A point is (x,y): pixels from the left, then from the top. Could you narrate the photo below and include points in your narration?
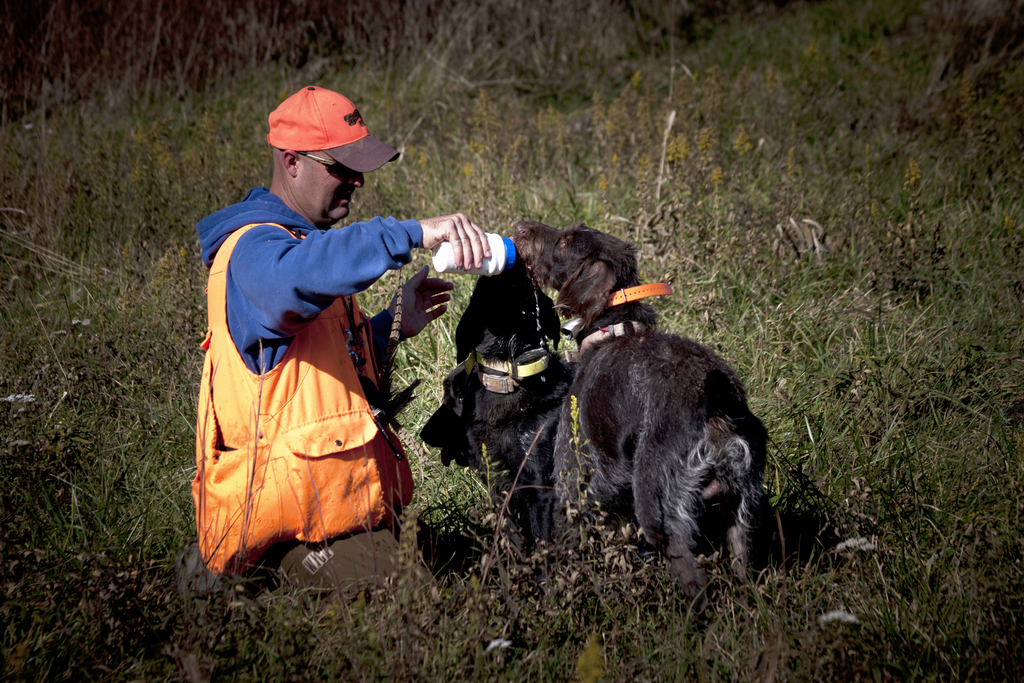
In this picture we can see couple of dogs (566,435) and a man (406,317), he wore a cap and he is holding a bottle (495,263), and we can see few plants (817,367).
